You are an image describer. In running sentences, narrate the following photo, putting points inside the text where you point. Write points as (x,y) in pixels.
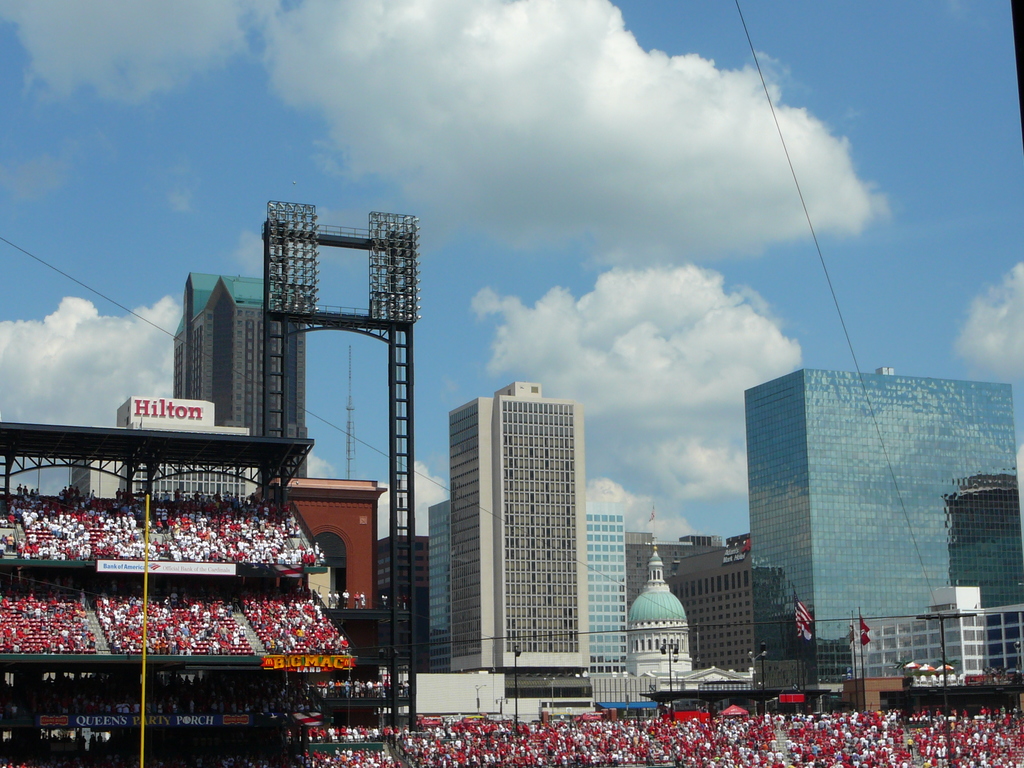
In this image there is a stadium (171,587), group of people (285,592), lights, lighting truss (414,572), buildings (984,598), flags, and in the background (642,237) there is sky (557,169).
